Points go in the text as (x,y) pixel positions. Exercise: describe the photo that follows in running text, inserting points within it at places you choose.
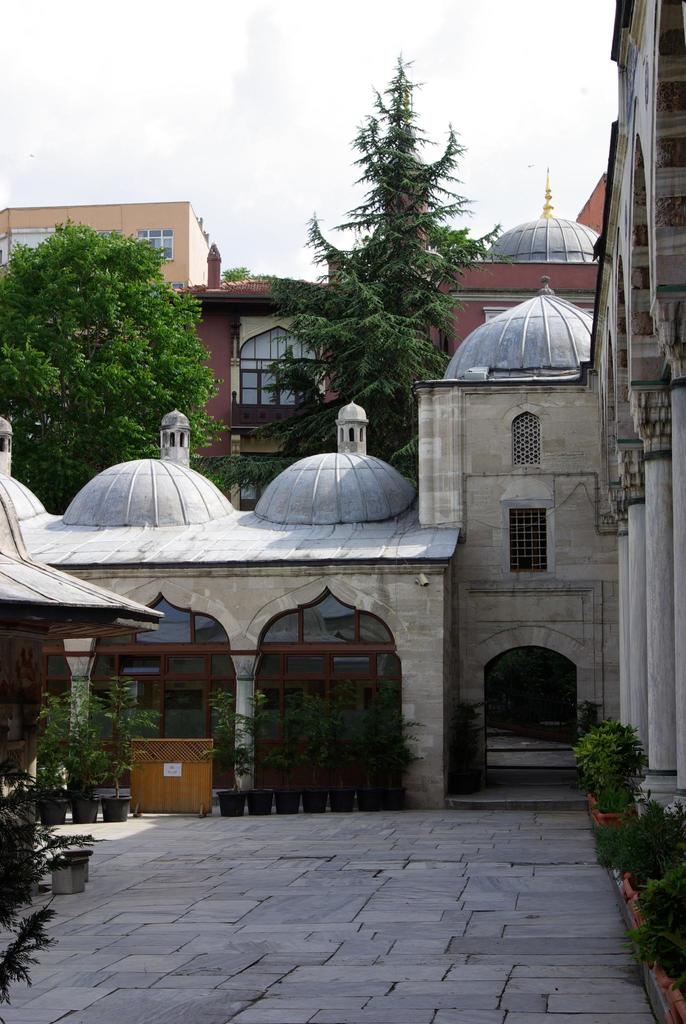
In this picture I can see the path (336,878) on which there are number of plants (40,789) and in the middle of this picture (303,355) I can see number of buildings (13,551) and trees (92,390). In the background (233,120) I can see the sky (359,108).
